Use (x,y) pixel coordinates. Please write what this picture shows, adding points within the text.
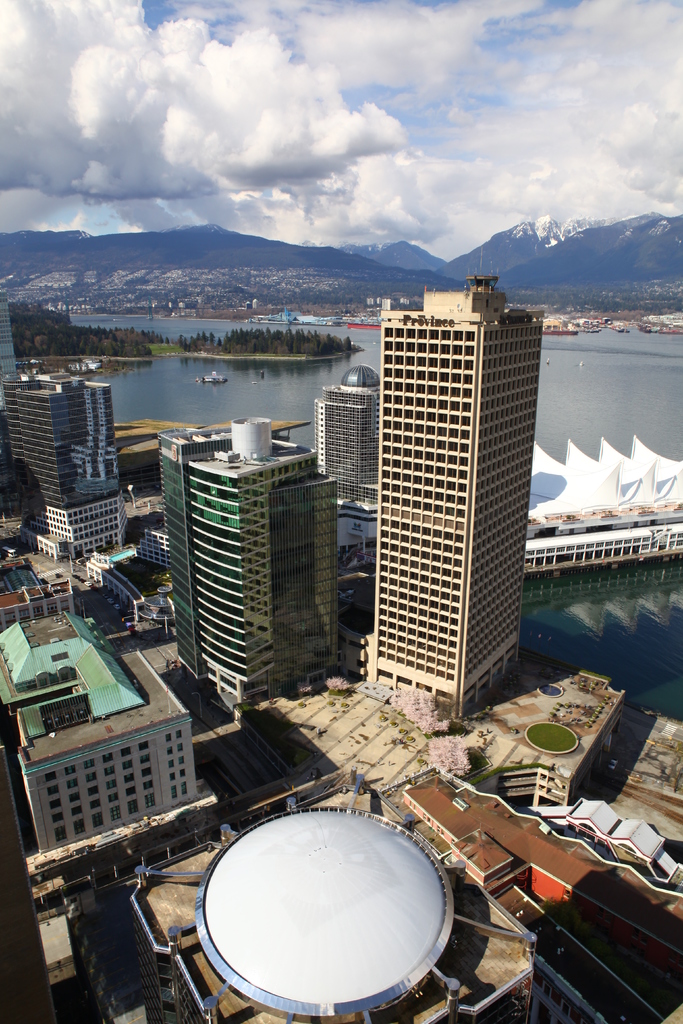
As we can see in the image there are buildings (388,496), boats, water (613,424), trees (270,347) and hills (56,298). On the top (420,239) there is sky (401,11) and clouds (284,97).
